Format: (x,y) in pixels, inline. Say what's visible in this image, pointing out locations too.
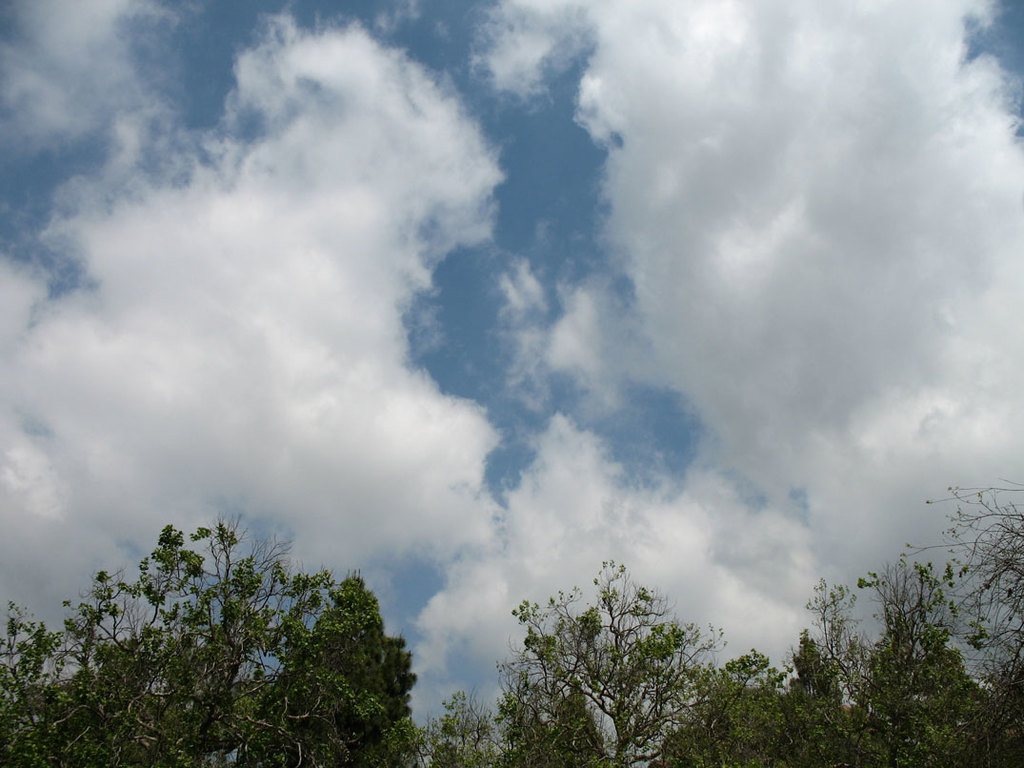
There are trees (766,662) having green color leaves (154,706). In the background (900,319), there are clouds (587,126) in the sky (328,21).
